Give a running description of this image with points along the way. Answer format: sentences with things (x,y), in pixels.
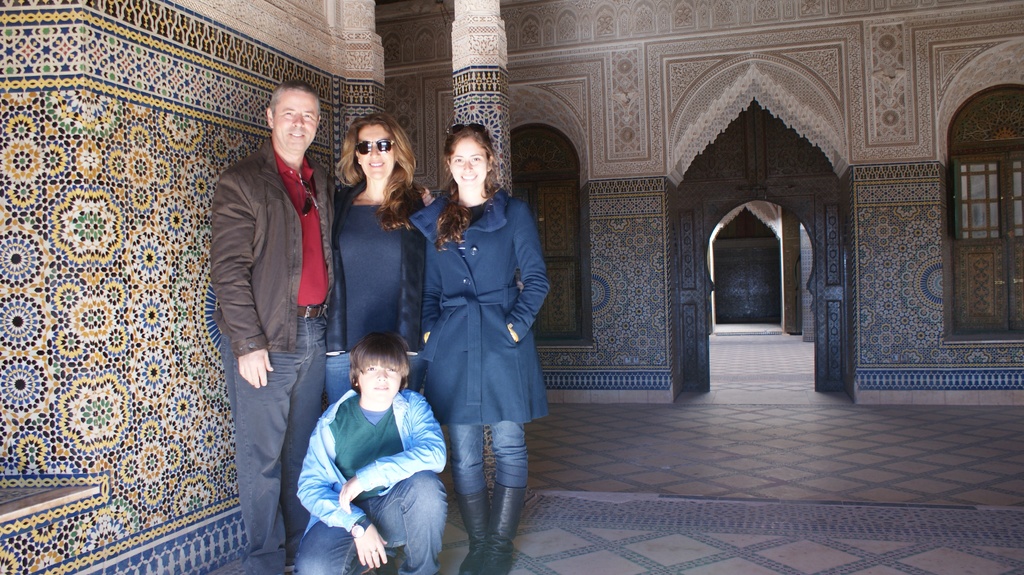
In the center of the image (369,336) we can see a group of persons (340,337) standing on the floor (730,346). In the background (321,64) there is a wall (596,129), doors (705,320).
